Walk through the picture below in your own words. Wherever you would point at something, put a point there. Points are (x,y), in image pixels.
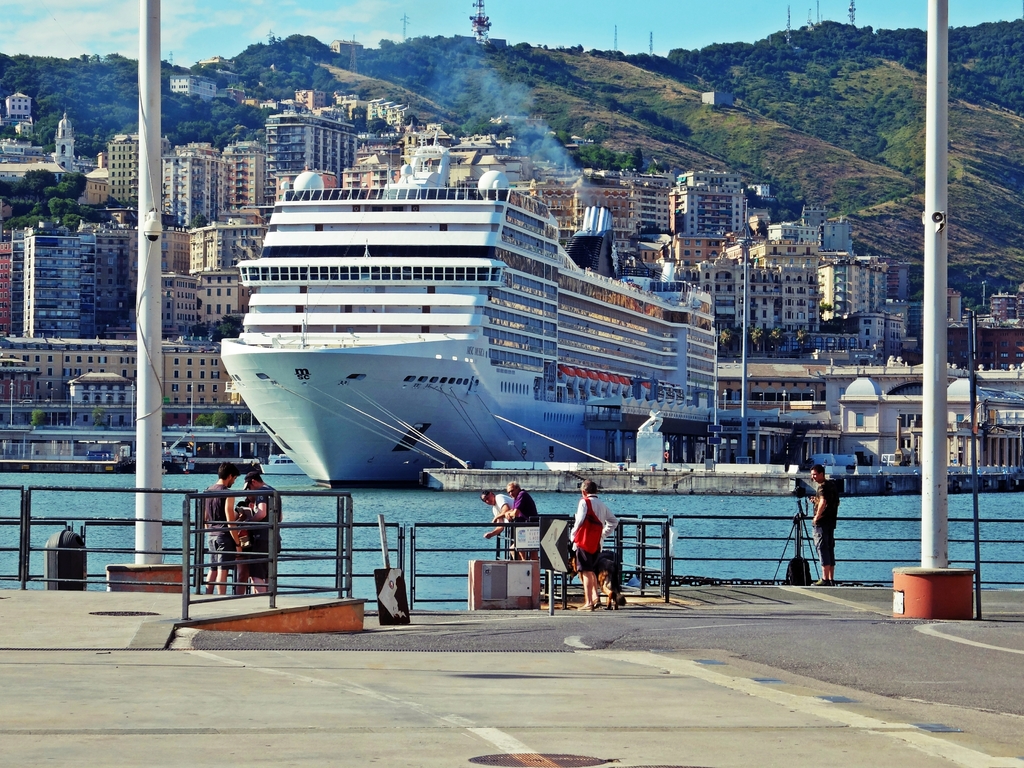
In this image there are persons (827,566) standing and there are railings (199,550). In the background (370,462) there is water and there is a ship (401,390) on the water (869,569) and there are buildings (566,182). trees (471,129) and poles (938,562).
